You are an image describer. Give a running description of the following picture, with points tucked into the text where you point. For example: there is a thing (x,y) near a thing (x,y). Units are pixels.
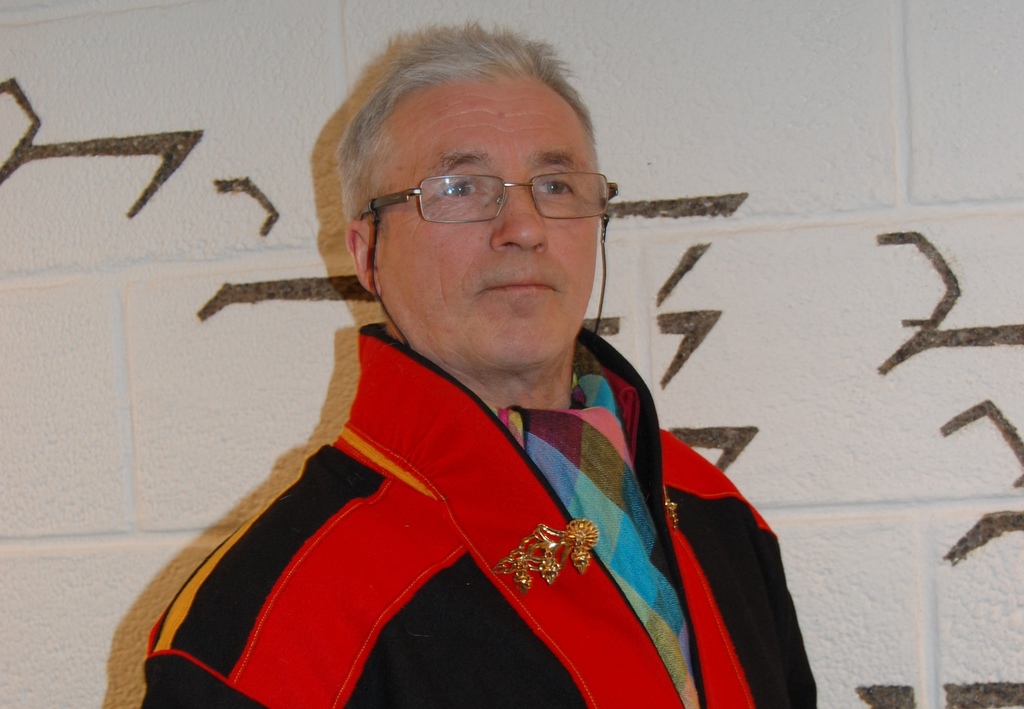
There is a man (562,508) wore spectacle (490,182), behind him we can see white wall (741,153).
